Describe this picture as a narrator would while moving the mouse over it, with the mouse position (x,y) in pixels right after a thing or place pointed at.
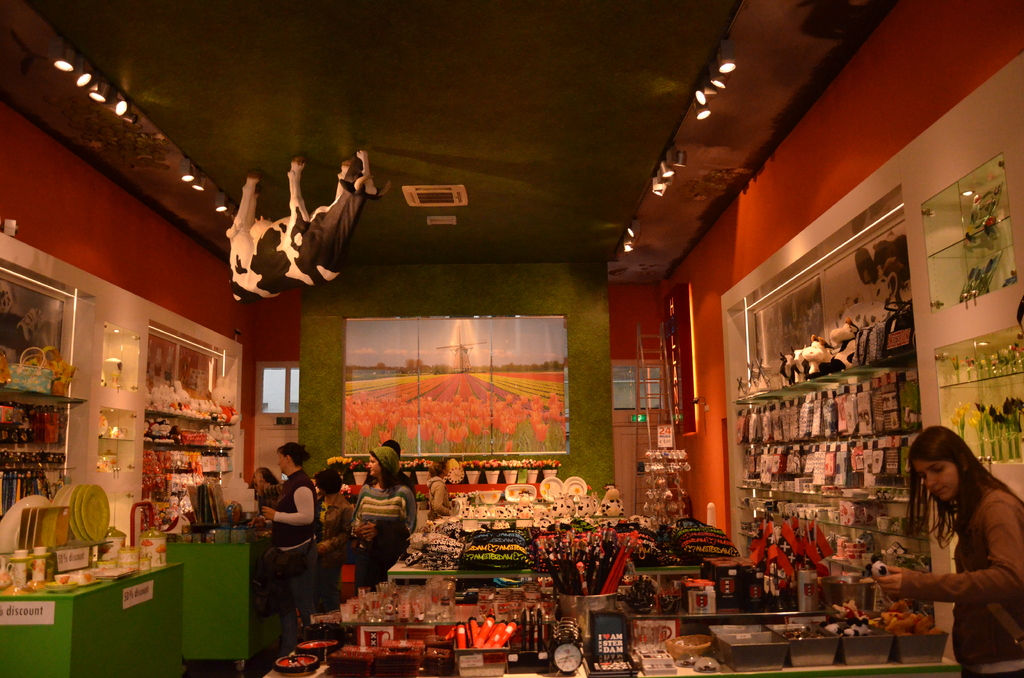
In this image I can see group of people (367,504) standing and I can see few plates (74,503), glasses (394,603), bags (494,565) and few objects (587,611) on the tables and I can also see few objects (57,440) in the racks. In the background (474,378) I can see the colorful object (495,398) is attached to the wall (597,362).
